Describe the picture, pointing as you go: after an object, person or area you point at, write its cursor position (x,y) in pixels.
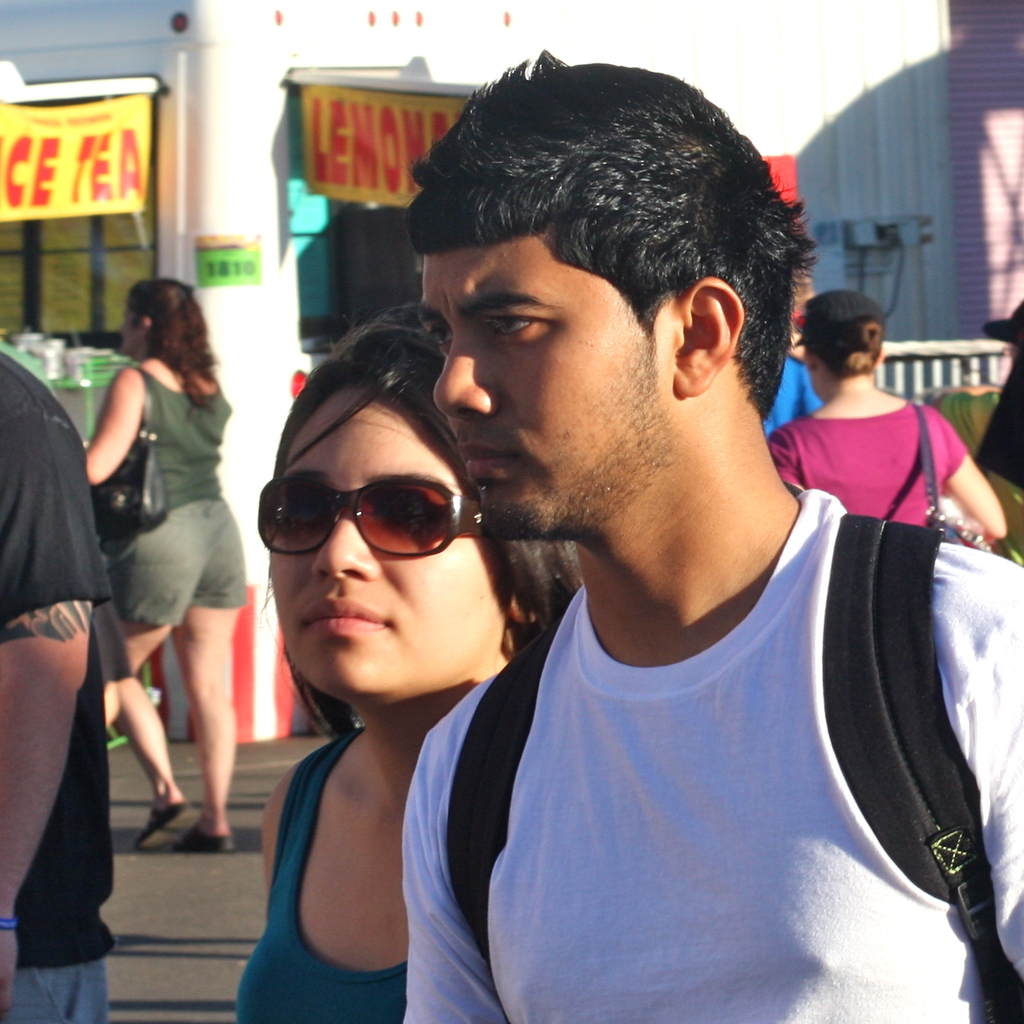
In the given image i can see a people (660,395), banner (17,121) and fence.
